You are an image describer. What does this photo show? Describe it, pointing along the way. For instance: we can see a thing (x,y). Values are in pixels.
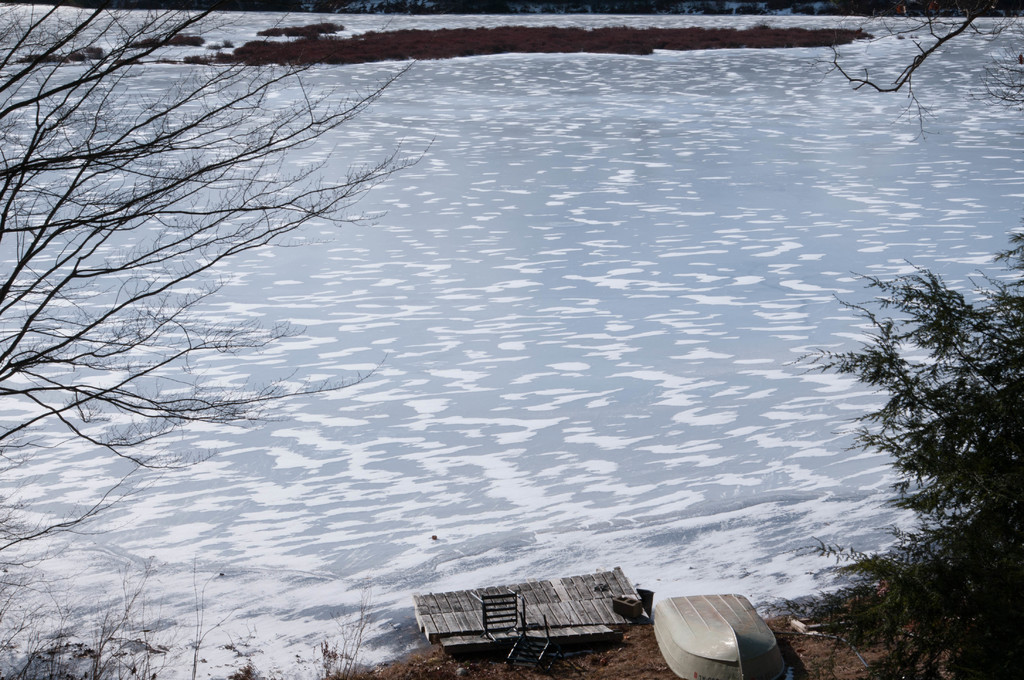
In the foreground of this picture (485,672), there is a chair (532,641) near dock (554,608), a boat (735,631) on the ground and trees (939,501) on either side of the image. In the background (611,54), there is some brush (626,54) and the water (577,235).
